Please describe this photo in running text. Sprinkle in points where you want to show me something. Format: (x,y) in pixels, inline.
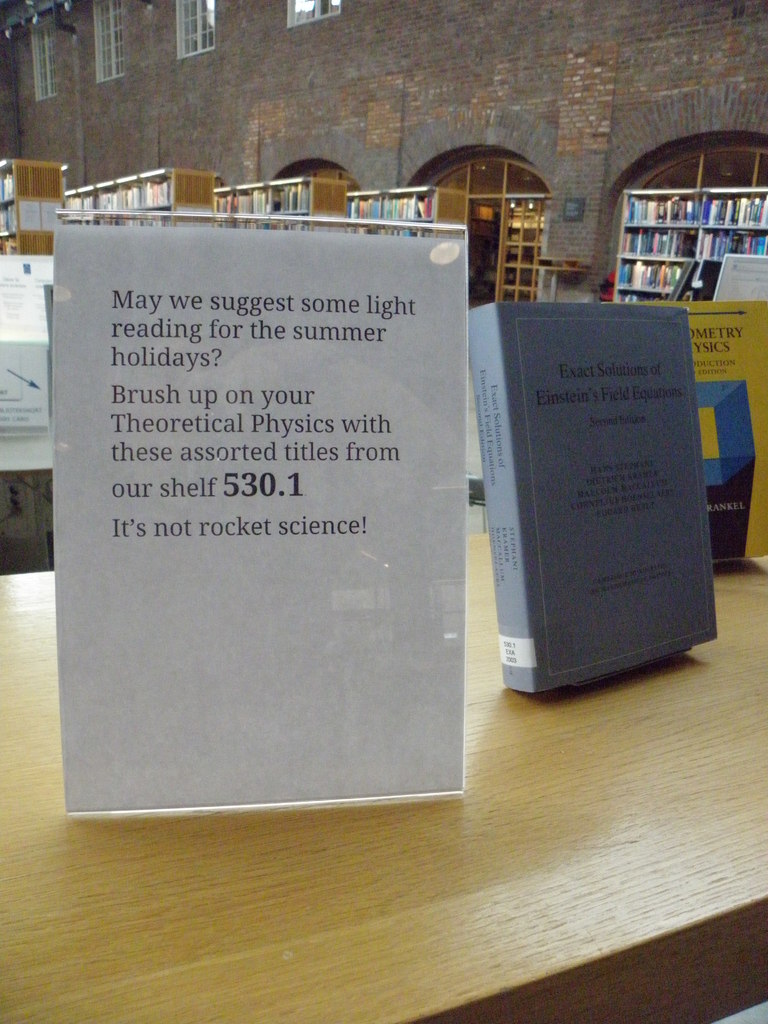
As we can see in the image there is a building (444,140), racks (673,225) filled with books (249,205), tables (40,815), posters (217,345) and windows (36,52).
